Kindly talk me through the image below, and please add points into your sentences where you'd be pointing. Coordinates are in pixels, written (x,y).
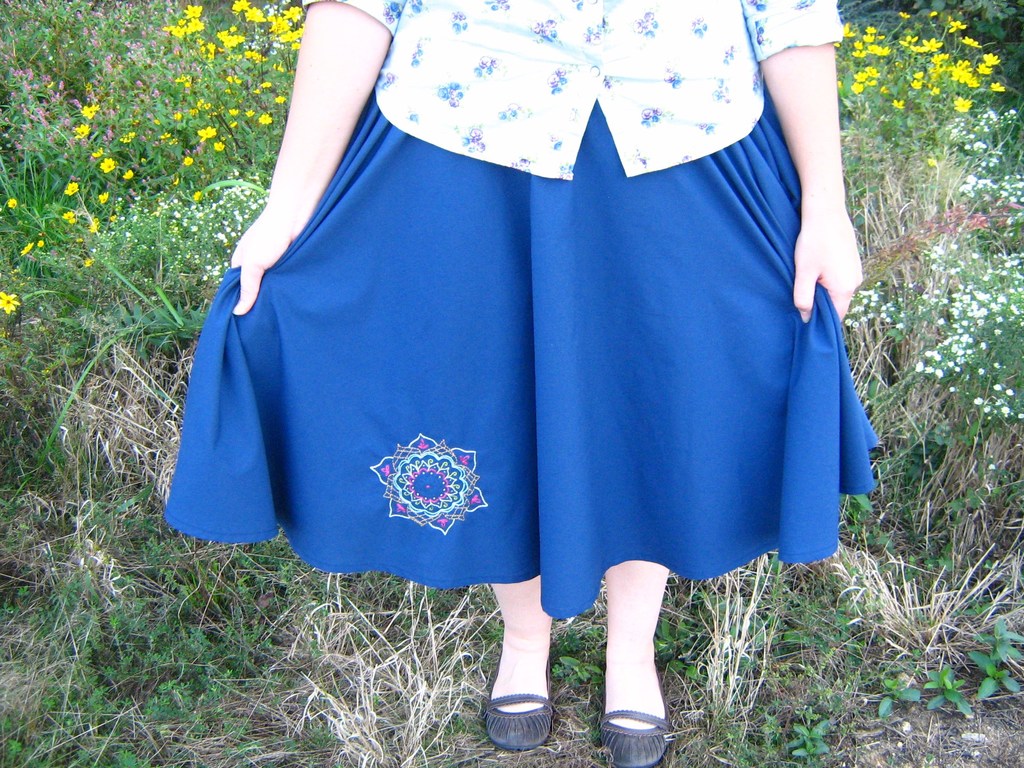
In this image we can see a person (489,234) standing on the grass (703,619) on the ground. In the background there are plants (270,160) with flowers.
